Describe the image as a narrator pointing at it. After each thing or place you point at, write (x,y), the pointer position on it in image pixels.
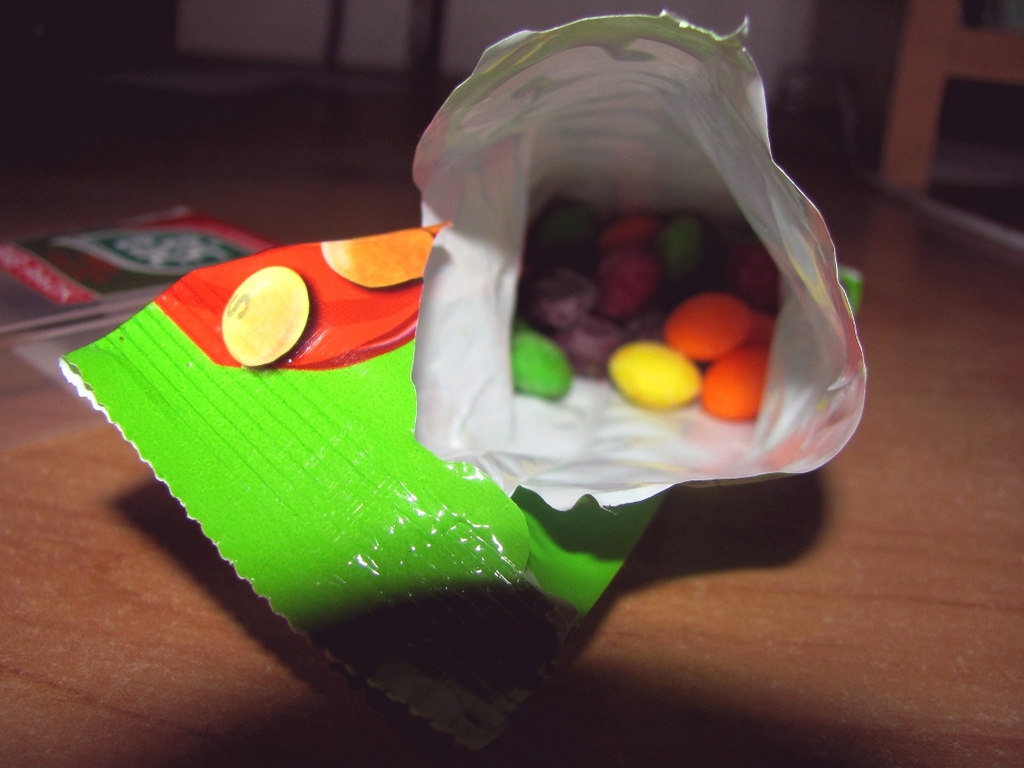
In this image we can see some food items (682,370) in the cover (432,318), there is a package (161,236), which is on the table (856,264).
